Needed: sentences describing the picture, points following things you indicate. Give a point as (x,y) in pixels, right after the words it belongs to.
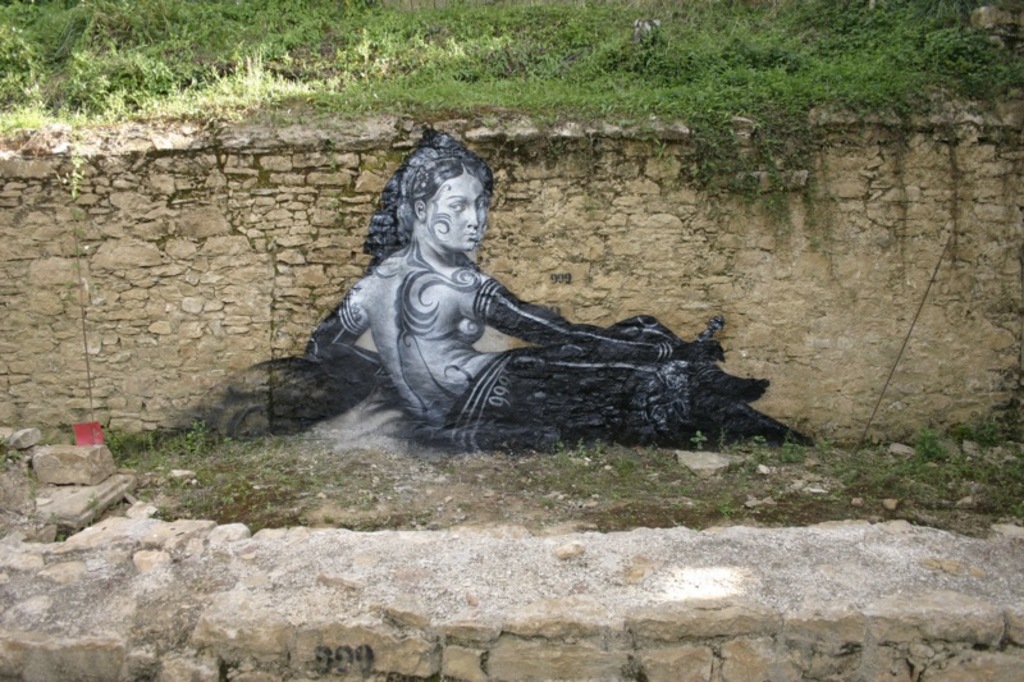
In this image we can see the painting (395,381) of a woman (454,381) on a wall (222,314). We can also see some stones (378,550) and the grass (365,112).
